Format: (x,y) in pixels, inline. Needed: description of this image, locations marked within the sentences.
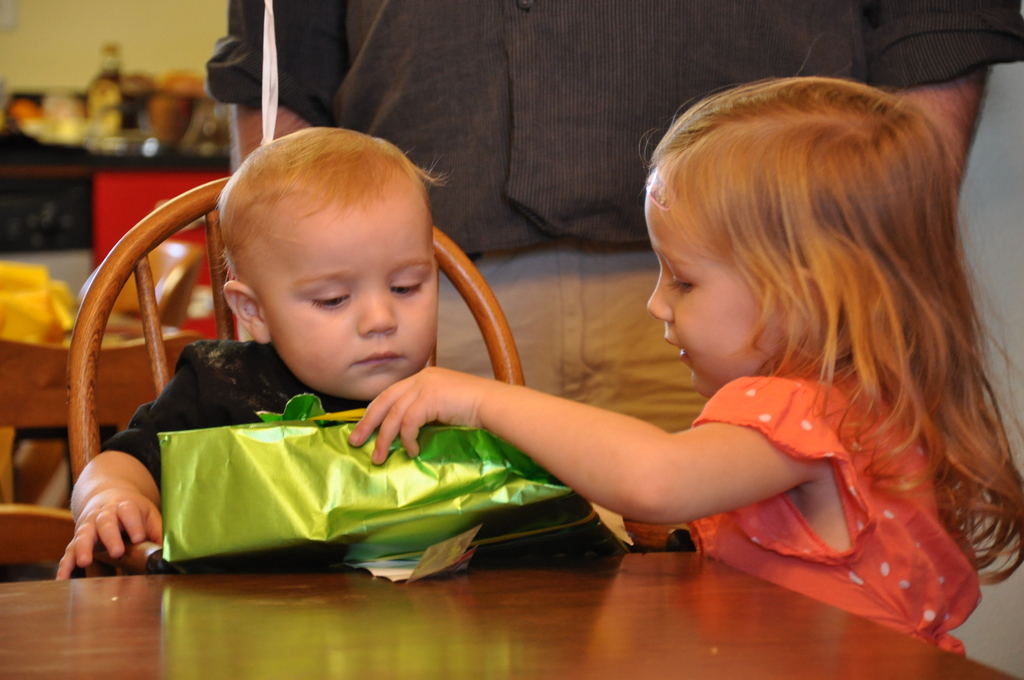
In the center of the image (415,359) there is a boy (378,342) sitting on a chair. In front of him there is a table (558,580). To the right side of the image (808,543) there is a girl (727,255). In the background of the image (604,245) there is person (236,27). There are objects (6,131) on the platform (33,157).
